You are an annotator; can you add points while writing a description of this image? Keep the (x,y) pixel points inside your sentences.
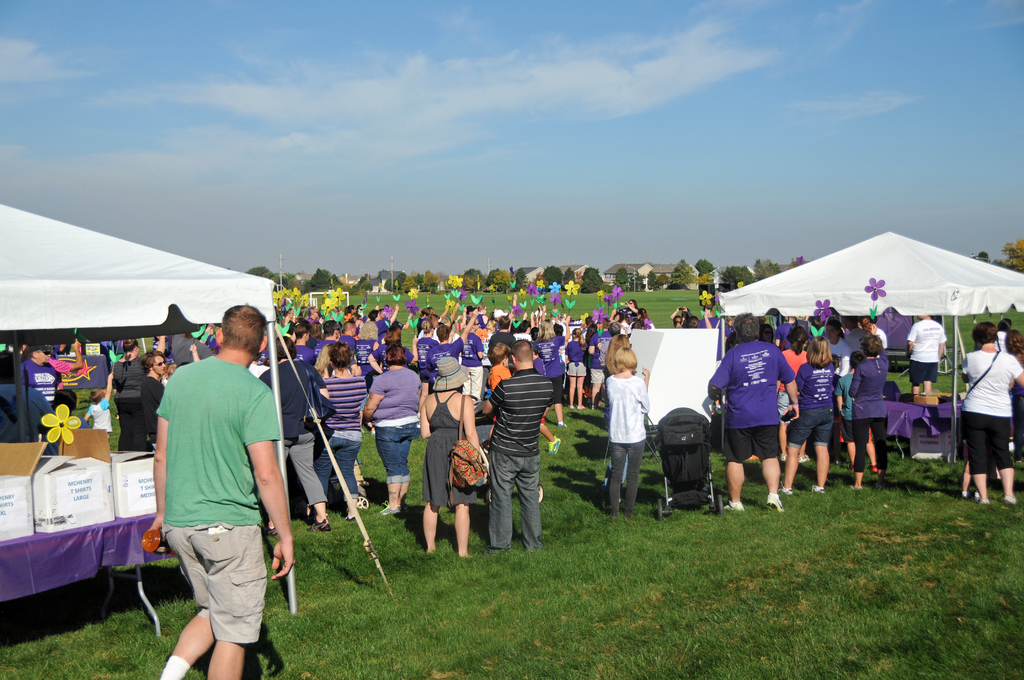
In this image I can see the group of people (178,397) are standing and holding some objects (554,285) in purple, yellow, blue and green color. I can see few tents (42,322), cardboard boxes (54,467), trees (589,271), trolley (695,435), houses (647,285), poles (490,269) and few objects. The sky (490,144) is in blue and white color.
